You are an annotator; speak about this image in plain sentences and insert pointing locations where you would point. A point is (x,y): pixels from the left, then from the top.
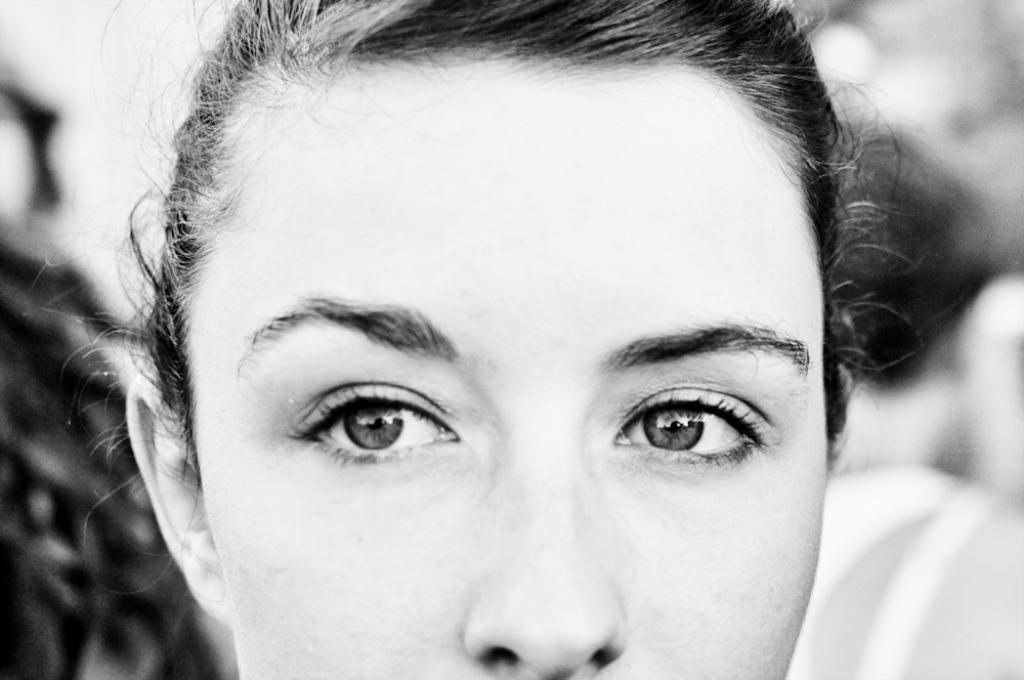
In this picture there is a woman (518,206) having two eyes (362,431) and a nose (594,602) and there are some other objects (99,280) in the background (981,210).
